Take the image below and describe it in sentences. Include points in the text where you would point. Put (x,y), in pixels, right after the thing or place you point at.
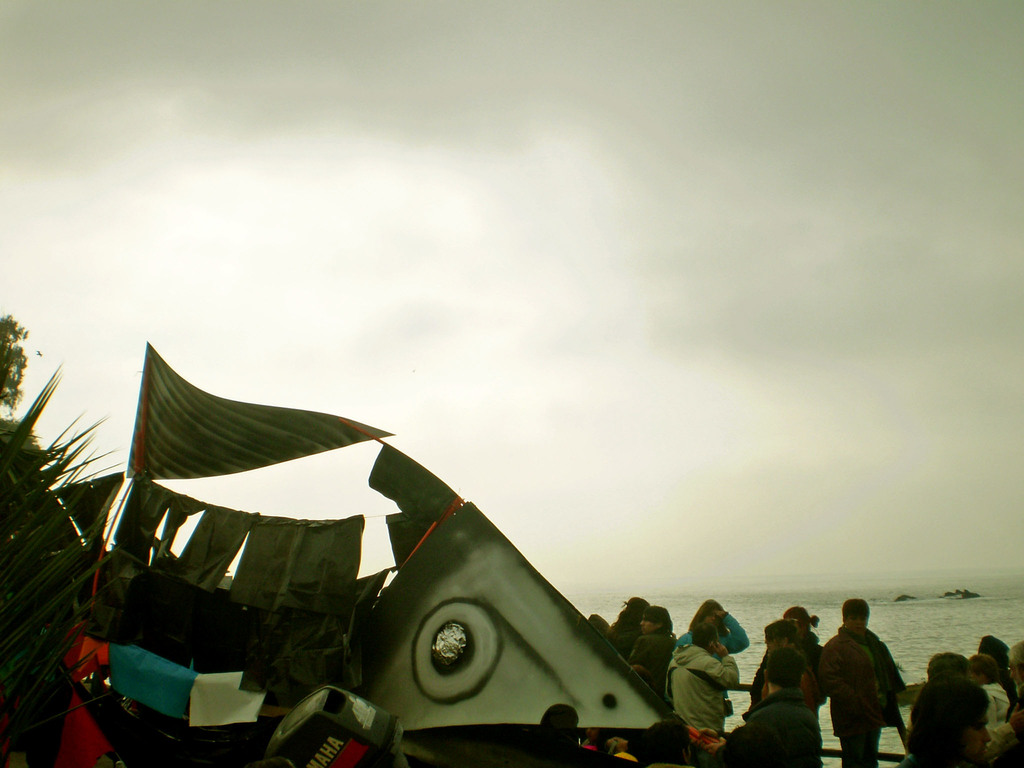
This image is taken outdoors. At the top of the image (194,160) there is the sky (862,322) with clouds (824,453). In the background (917,599) there is a sea (811,606) with water (885,625). At the bottom of the image (314,751) there is a boat (461,751). A few people (617,752) are standing near the boat (449,755). There is a flag (224,434) and there are a few clothes (307,565) on the rope (219,514). On the left side of the image (29,438) there is a tree (33,456).
